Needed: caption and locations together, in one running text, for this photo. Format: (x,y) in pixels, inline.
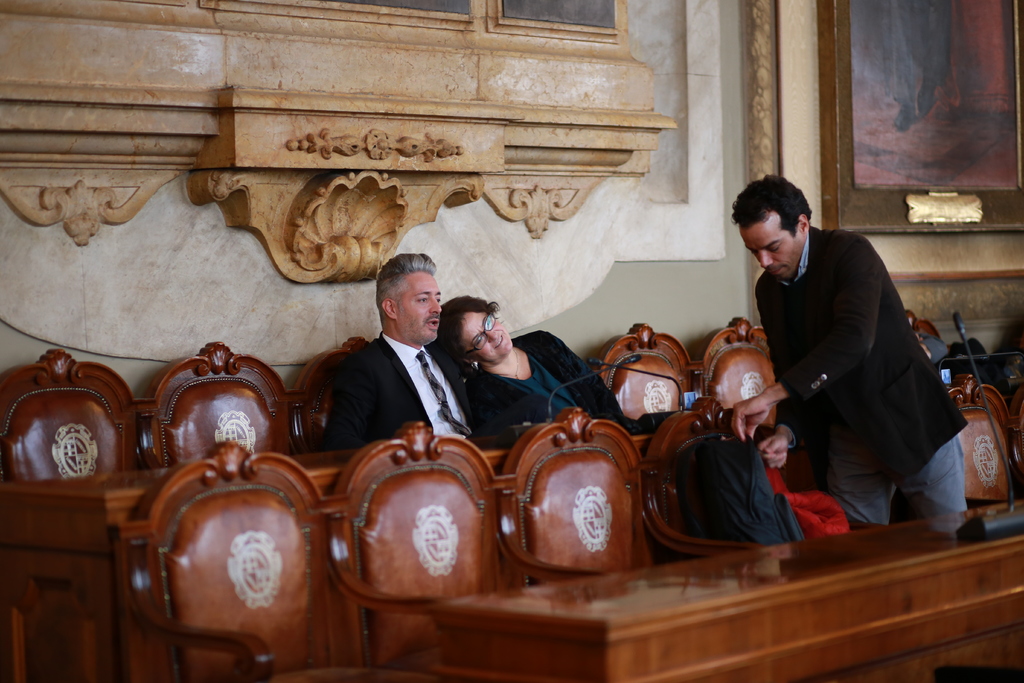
in this picture we can see a woman (481,349) laying her head (481,349) on a man's shoulder (446,358). They both are sitting on a chair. Here we can see one man (768,413) doing something with backpack (709,468). on the background (954,131) we can see a painting photo frame (943,123).
